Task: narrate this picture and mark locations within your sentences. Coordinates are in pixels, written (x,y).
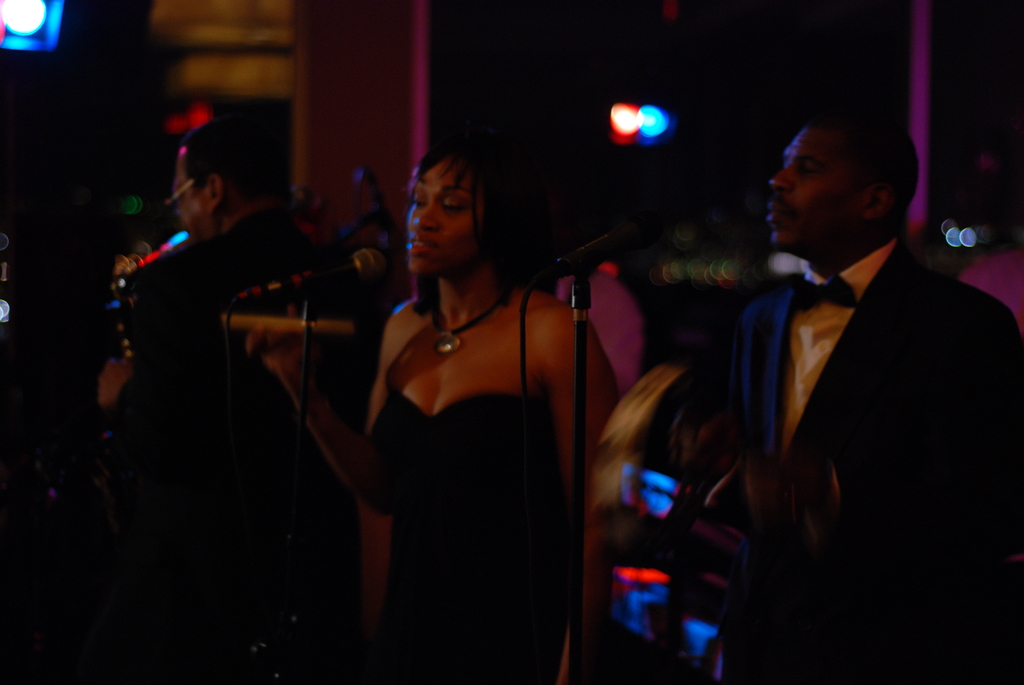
In-front of these two people (813,333) there are mics (645,236). These are focusing lights (647,129). This man (220,228) is playing a musical instrument (154,255).
